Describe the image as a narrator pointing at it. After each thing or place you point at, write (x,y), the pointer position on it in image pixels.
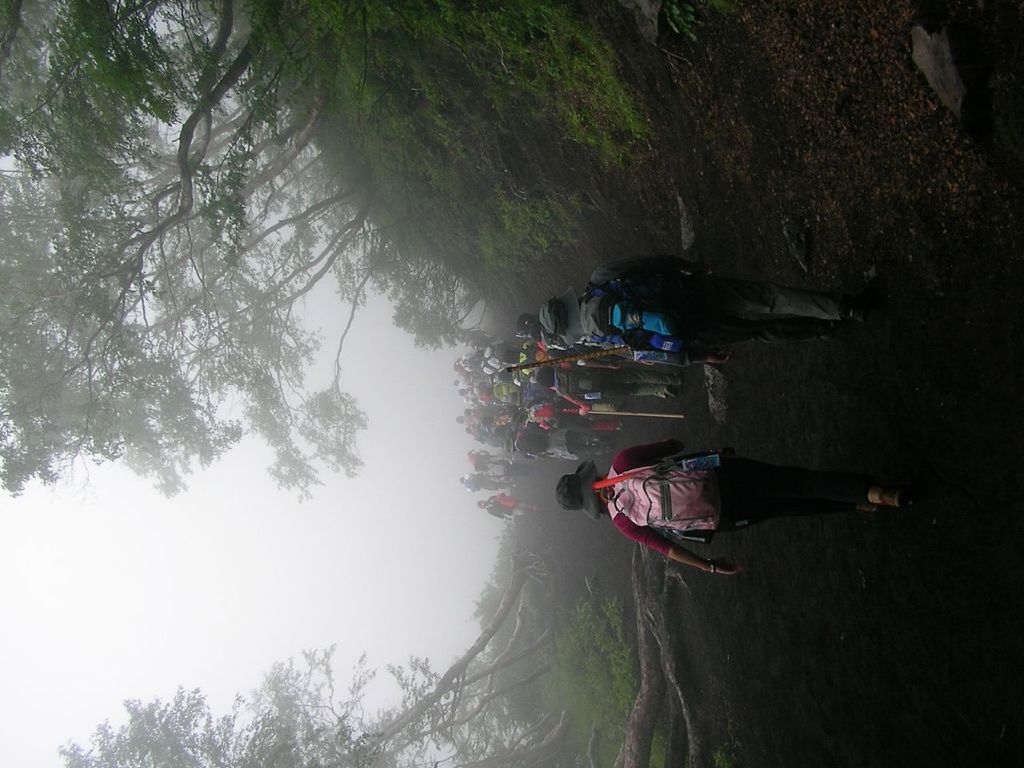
This image is taken outdoors. On the left side of the image (151,549) there is the sky (185,558). In the middle of the image (473,340) many people (462,401) are walking on the ground (755,441). At the bottom of the image (445,728) there is a tree (341,735) and there are a few plants (612,636) on the ground (767,731). At the top of the image (247,178) there are many trees (399,222) with leaves (237,335), stems (281,361) and branches (349,258).
